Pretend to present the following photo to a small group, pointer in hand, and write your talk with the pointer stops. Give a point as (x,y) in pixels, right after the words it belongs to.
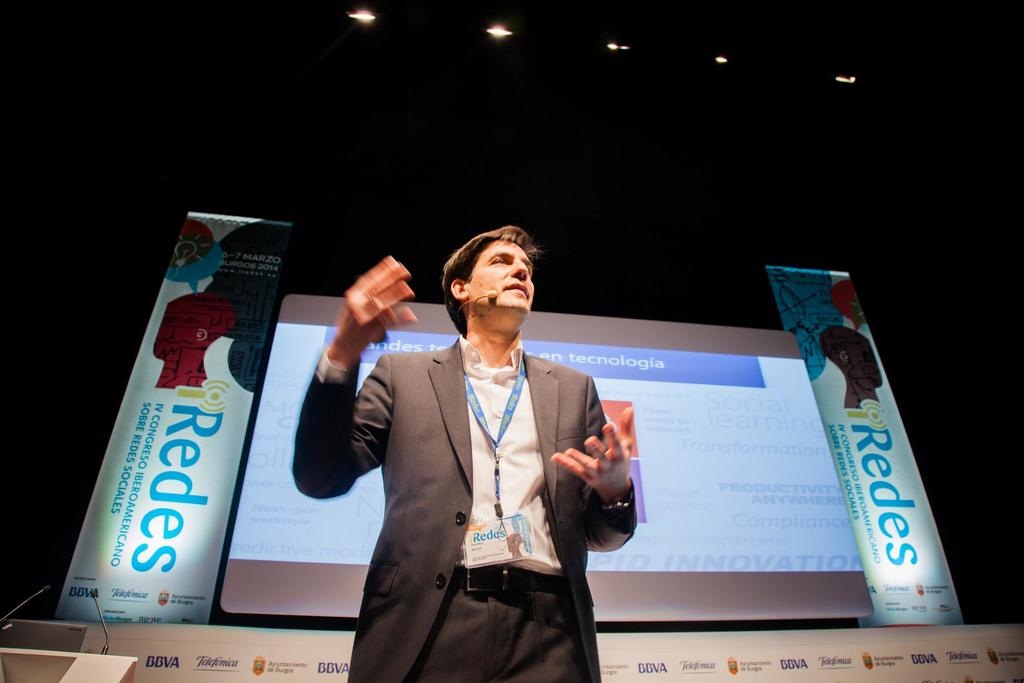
In the picture I can see one person (535,557) standing, behind we can see big screen (710,435) sides of the screen (736,443) there are two banners (857,437).
